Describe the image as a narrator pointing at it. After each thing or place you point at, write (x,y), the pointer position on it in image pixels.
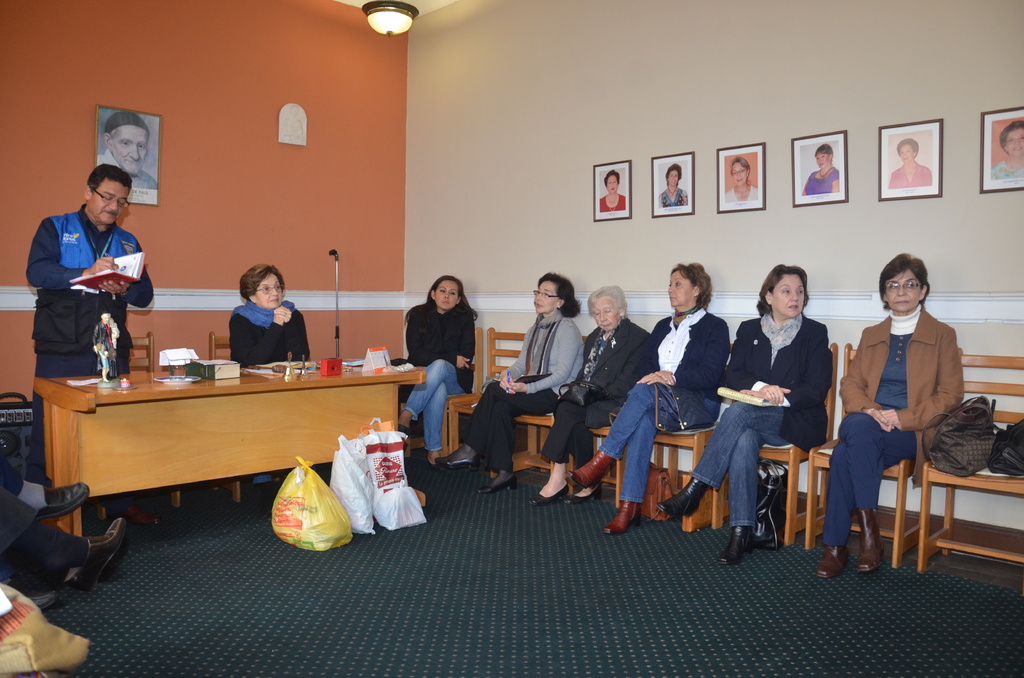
In this image we have group of people (552,357) who are sitting on the chair (475,394) and on the left side of the image (117,322) we have a man (74,306) who is standing on the floor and holding a book (93,276) in his hands (109,287) and writing with pen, behind this man (74,271) we have red color wall (213,157) with wall photo (157,132) on it, on the floor (487,570) we have a few bags (318,520).
